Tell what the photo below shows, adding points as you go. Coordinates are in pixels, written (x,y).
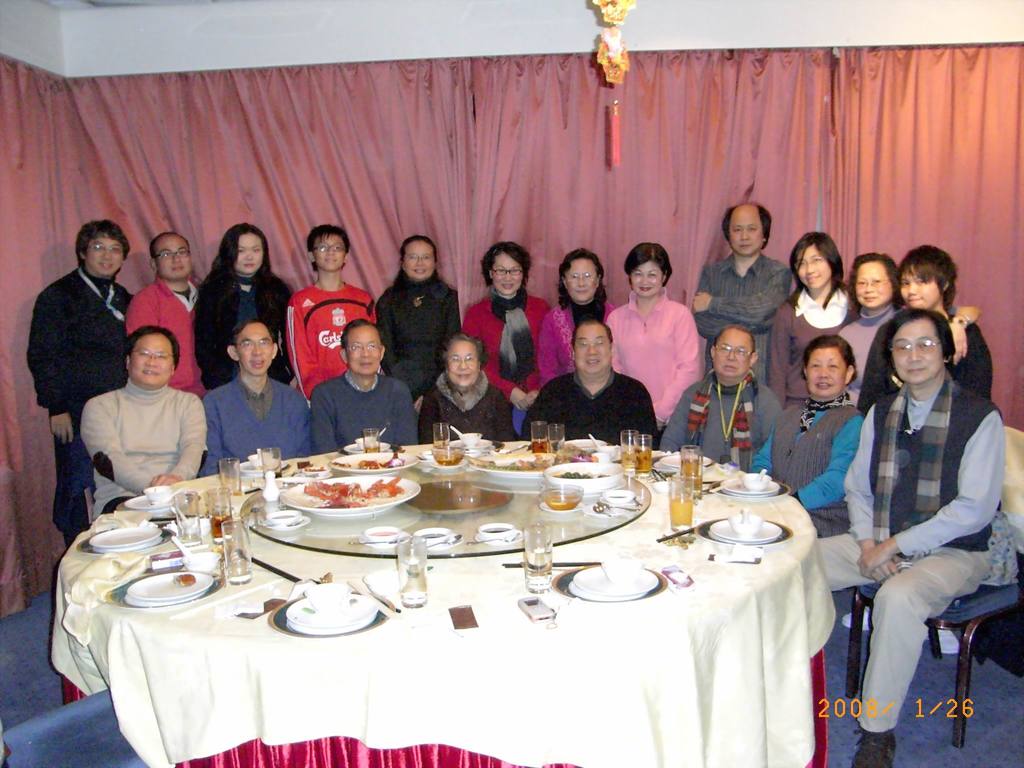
In this image, there are few people (138,414) sitting and few people (608,311) standing. This is a table (530,723), which is covered with a cloth (629,691). I can see the glasses (222,529), plates (174,591), bowls (342,593), mobile phones (687,582) and few other things (369,547) on it. These are the curtains (423,155) hanging to a hanger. At the top of the image (621,130), that looks like an object (605,7), which is hanging. At the bottom of the image (856,709), I can see the watermark (872,709). I think this is the carpet (48,692) on the floor (974,709).
